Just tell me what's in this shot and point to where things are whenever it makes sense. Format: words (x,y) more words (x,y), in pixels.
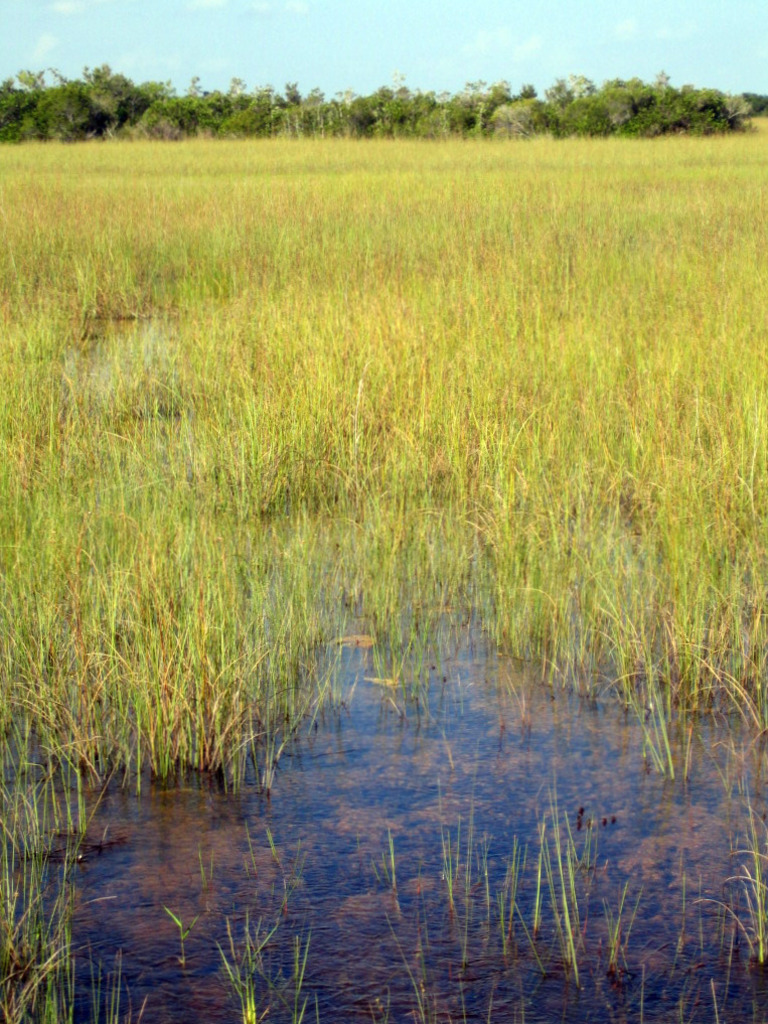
This picture shows grass (229,667) on the ground (277,598) and we see water (334,641) and bunch of trees (469,137) and a blue cloudy sky (349,62).
